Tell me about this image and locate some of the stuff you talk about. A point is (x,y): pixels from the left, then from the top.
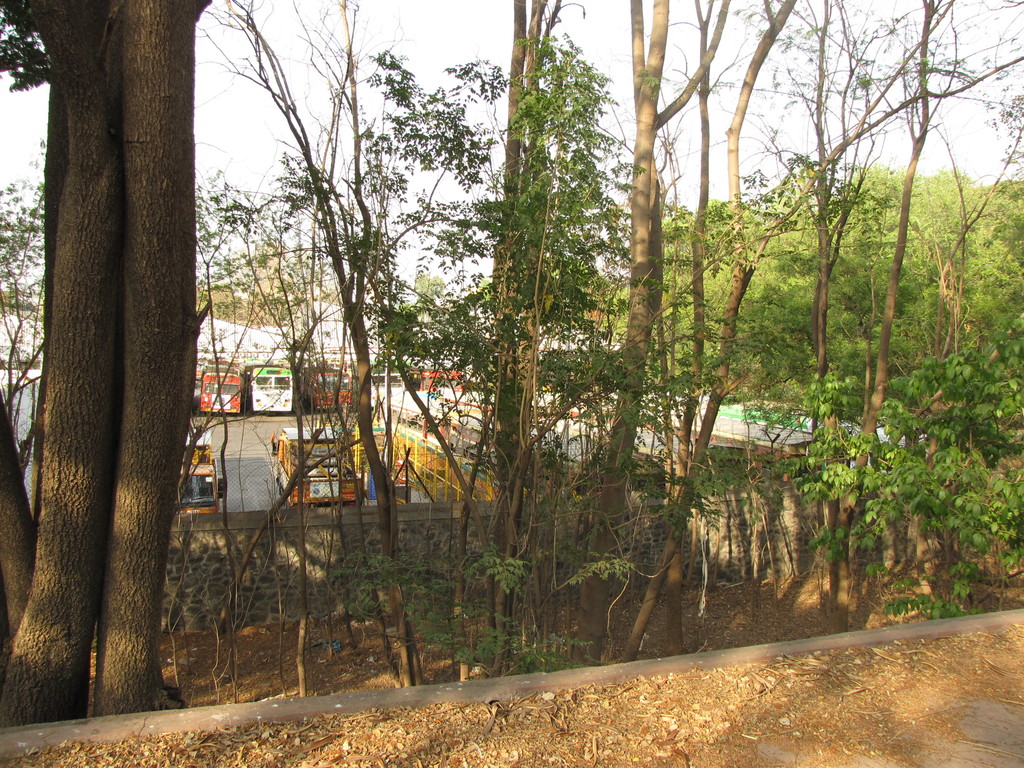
In this picture there are buses (343,452) behind the wall (713,547) and trees (88,554). At the top (380,46) there is sky (480,54). At the bottom (821,682) there is mud (748,676).
